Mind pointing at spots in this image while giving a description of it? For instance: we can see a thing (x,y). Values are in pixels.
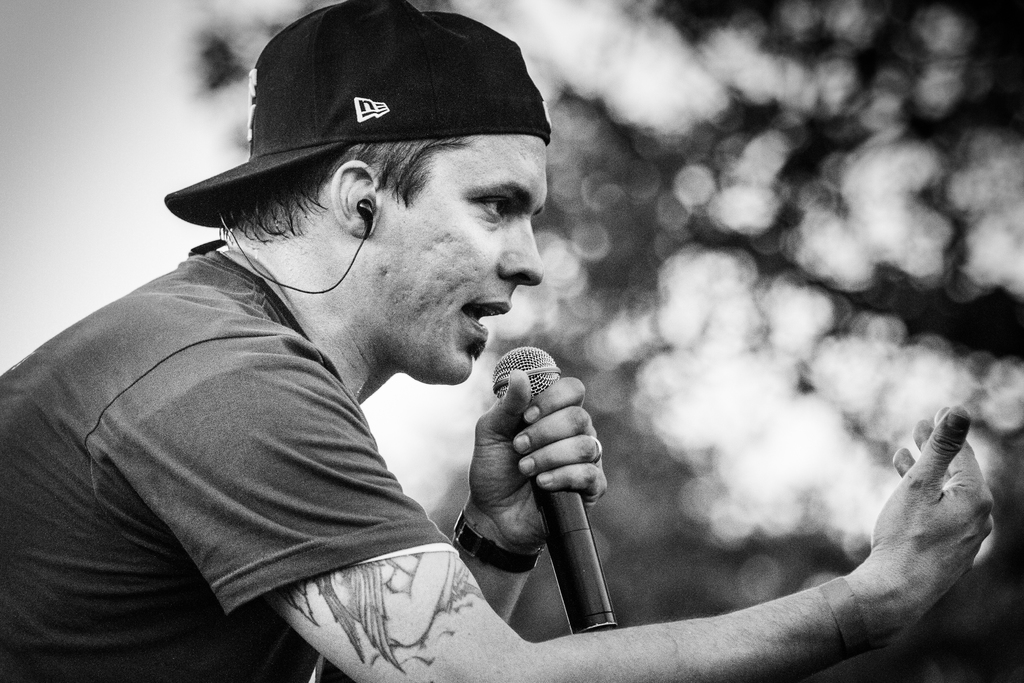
In this picture we can find a man (475,194) with a cap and T-shirt (28,557) and he is holding a microphone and talking something. In the background (651,496) we can find some trees (630,465) lightly.
